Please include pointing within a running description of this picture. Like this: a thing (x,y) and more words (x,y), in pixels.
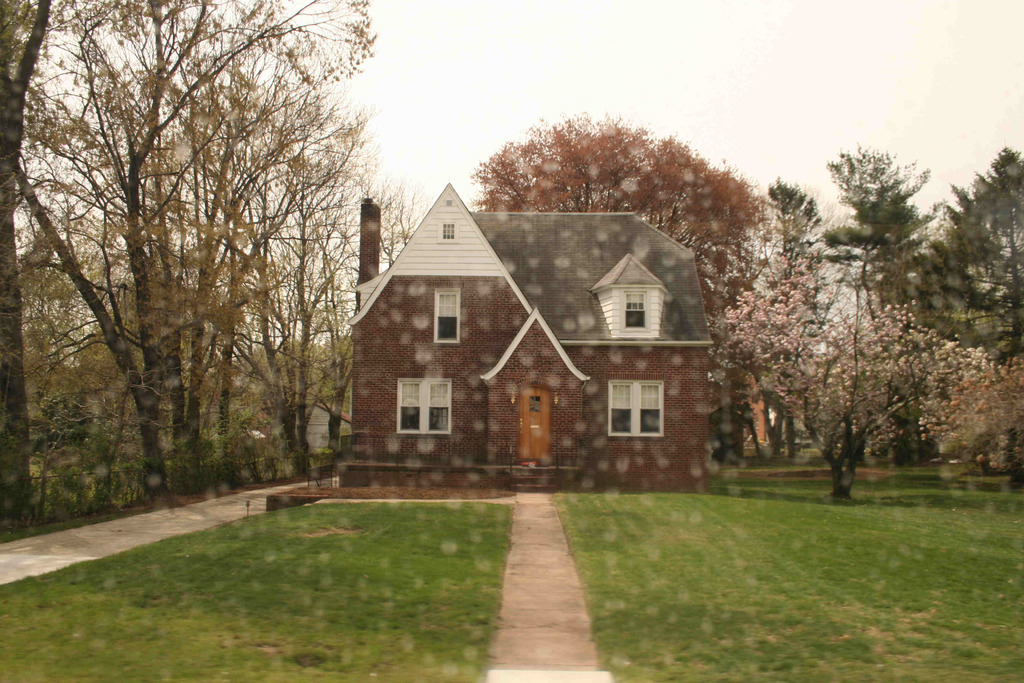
In the picture I can see house (621,392), around there are some trees (174,386), in front (244,666) we can see grass (139,547).
